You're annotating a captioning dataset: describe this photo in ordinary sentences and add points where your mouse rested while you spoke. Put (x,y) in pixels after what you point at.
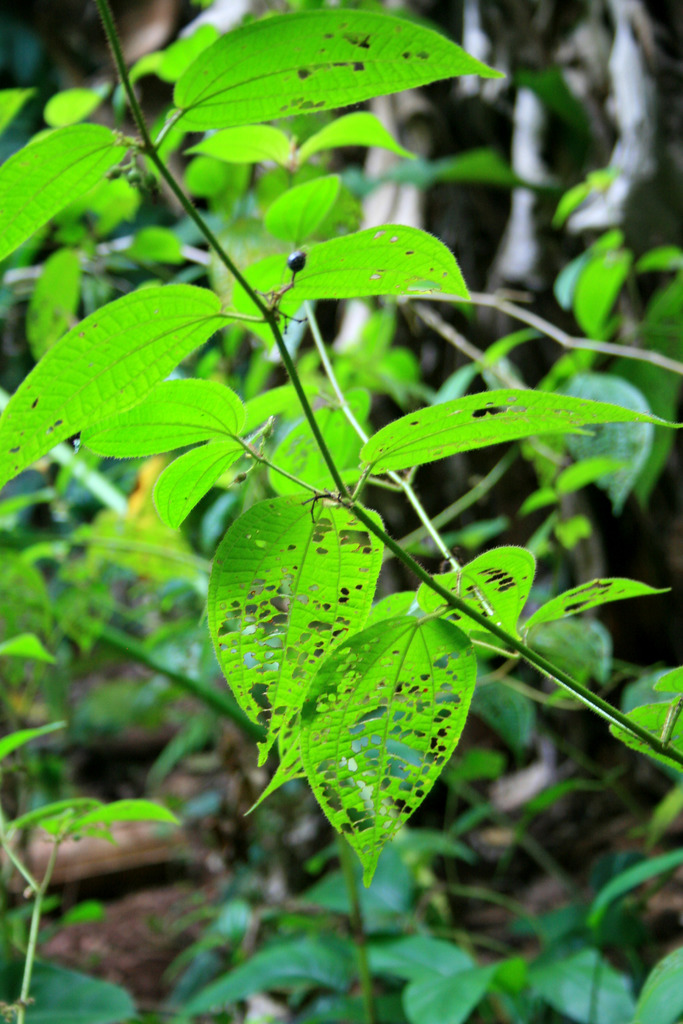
In this image there are plants (232,974). There are leaves (369,539) to the stems (500,650). In the center (320,598) there are damaged leaves (320,713).
